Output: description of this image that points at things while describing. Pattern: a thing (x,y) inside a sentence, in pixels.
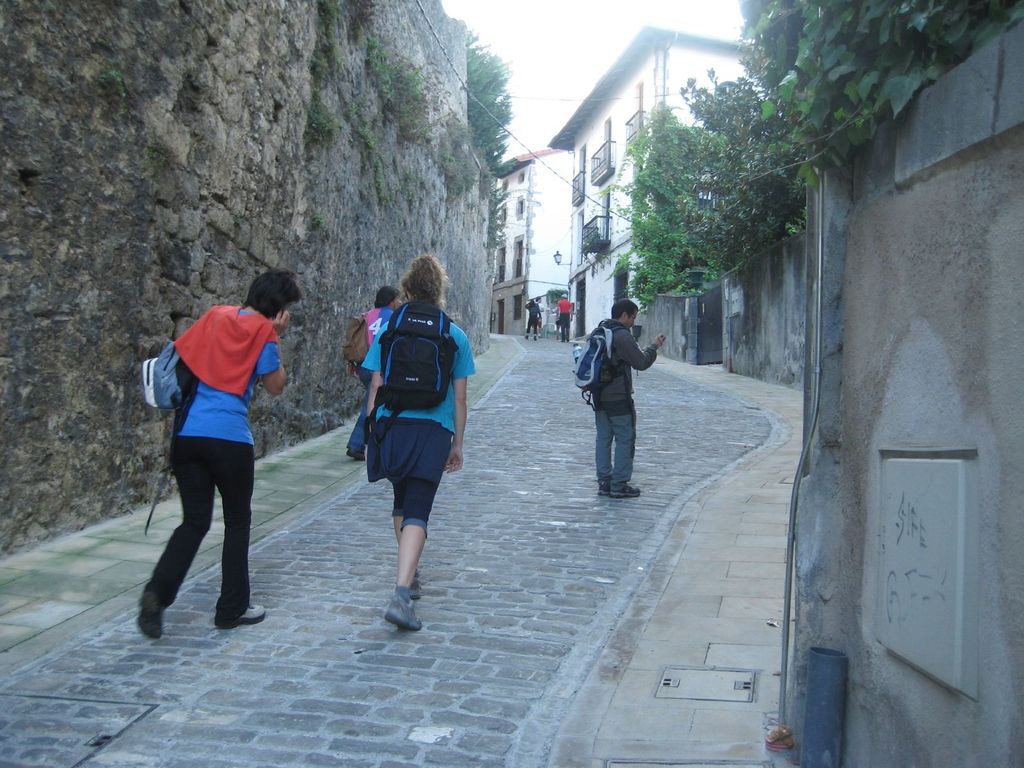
In this image I can see group of people (426,520) walking. In front (443,407) the person (447,419) is wearing black and blue color dress (377,359) and black color bag (440,358). Background (619,194) I can see few buildings (554,196) in white and cream color, trees (679,258) in green color and the sky (544,93) is in white color.
